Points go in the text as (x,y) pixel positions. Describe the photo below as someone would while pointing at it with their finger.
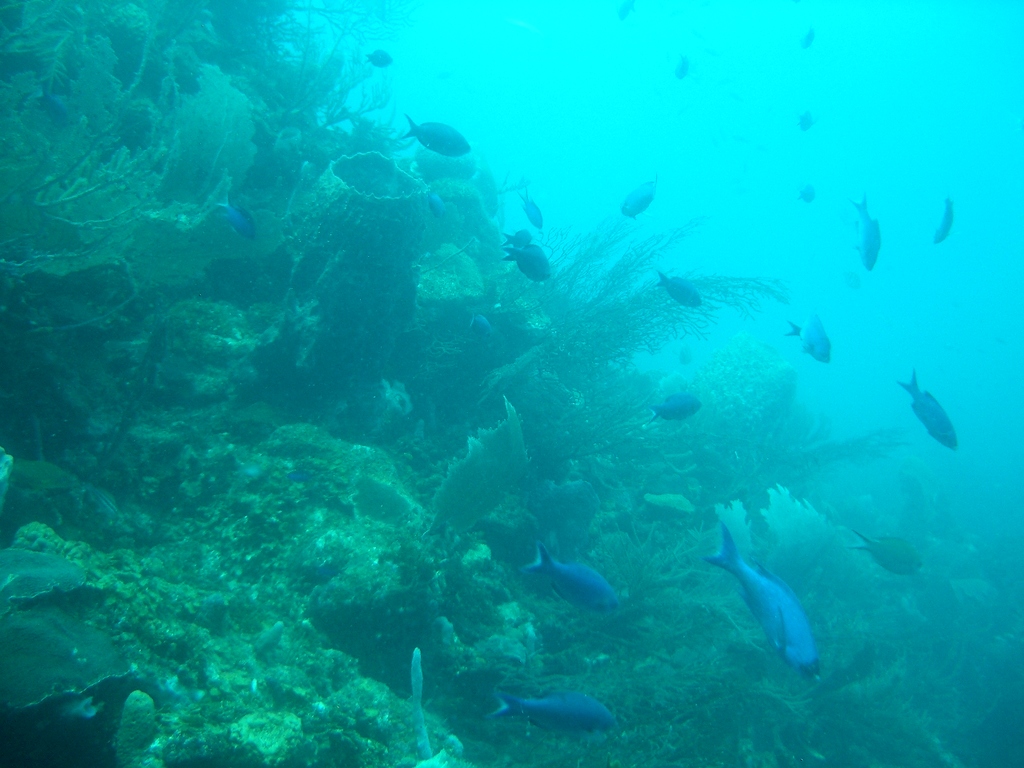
This picture describes about under water environment, in this we can find few plants (638,292) and fishes (684,298).
